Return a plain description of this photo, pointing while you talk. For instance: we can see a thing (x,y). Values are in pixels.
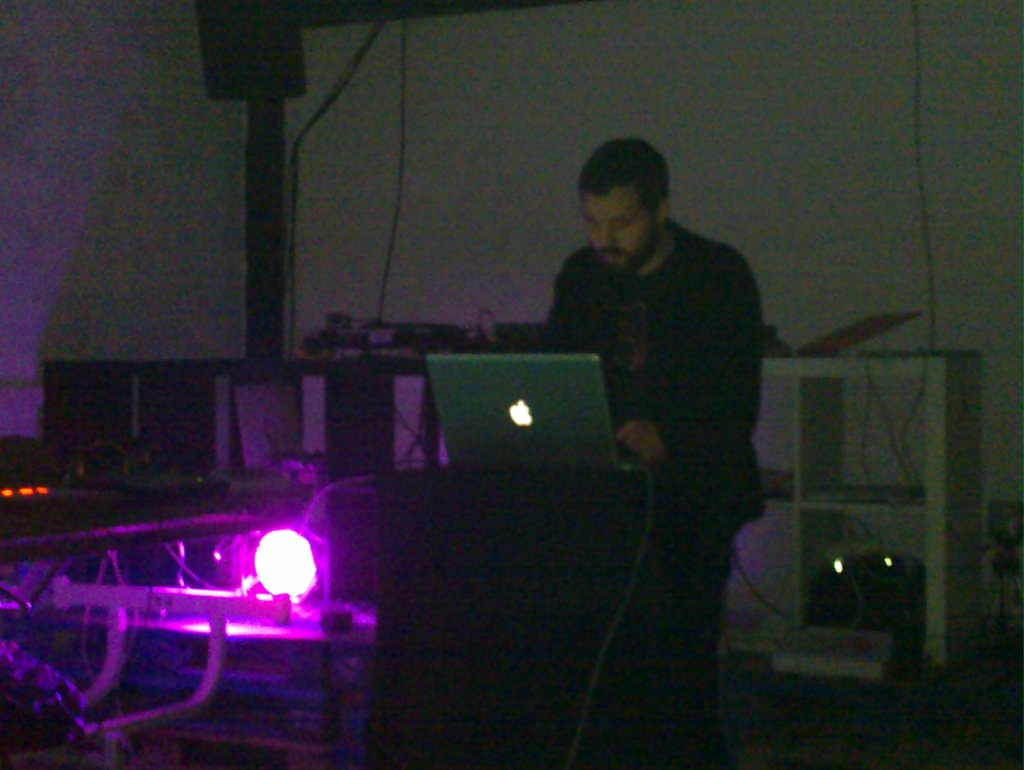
In this image I can see the person (621,317) standing in-front of the laptop (516,430). To the side of the person (694,372) I can see the light (273,580). In the background (372,434) I can see the rack (376,370) and the wall (451,255).
